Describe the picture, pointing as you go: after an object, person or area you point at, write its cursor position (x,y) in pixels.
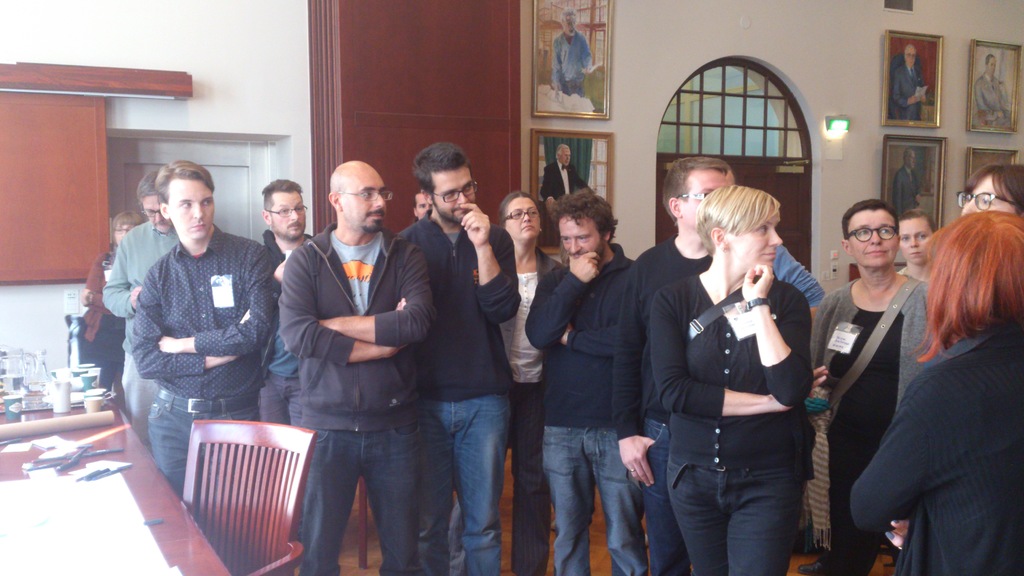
In this picture we can see a group of people (509,365) standing on the floor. On the left side of the people (282,414) there is a chair (233,502) and a table (151,508) and on the table (151,476) there are papers (58,447), pens (73,459), cups (88,383) and some objects (26,366). Behind the people (316,341) there is a wall (641,42) with photo frames (906,188), a door (722,149) and some objects (77,158).
